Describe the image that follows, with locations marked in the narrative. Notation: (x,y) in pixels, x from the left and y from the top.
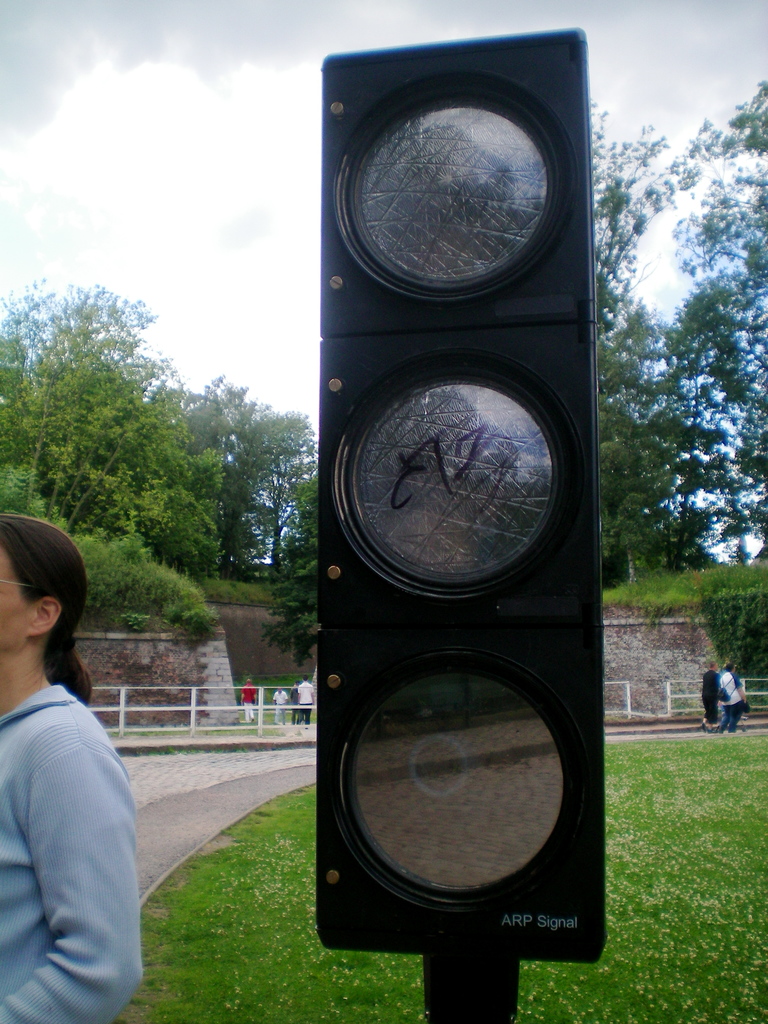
In this image there are traffic signal lights (465,489) in the middle (451,610). On the ground (277,854) there is grass (223,880). On the left side (37,784) there is a woman (10,757). In the background (239,755) there is a way (186,776) on which there are two persons (709,695). At the top (184,135) there is the sky (156,168). In the background (132,410) there are trees (176,418).
